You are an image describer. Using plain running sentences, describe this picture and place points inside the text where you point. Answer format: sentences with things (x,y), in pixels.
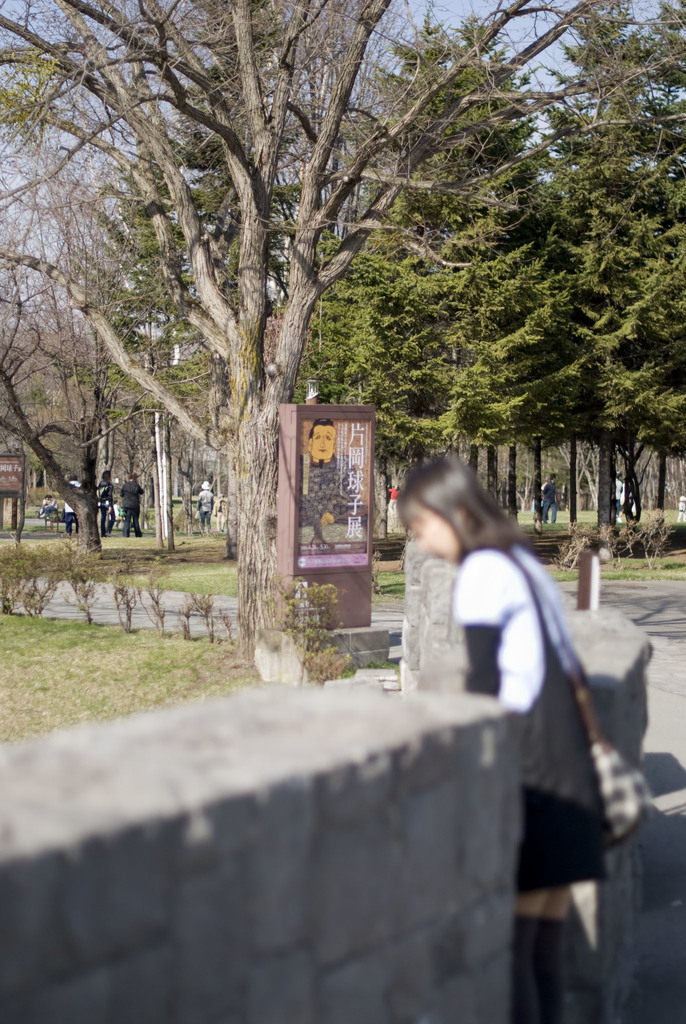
In the center of the picture (317,366) there are trees (87,493), people (684,498), plants (280,625) and grass (1,698). The foreground (527,645) is blurred. In the foreground (518,699) there is a wall (299,818) and a woman (480,628). It is sunny.
